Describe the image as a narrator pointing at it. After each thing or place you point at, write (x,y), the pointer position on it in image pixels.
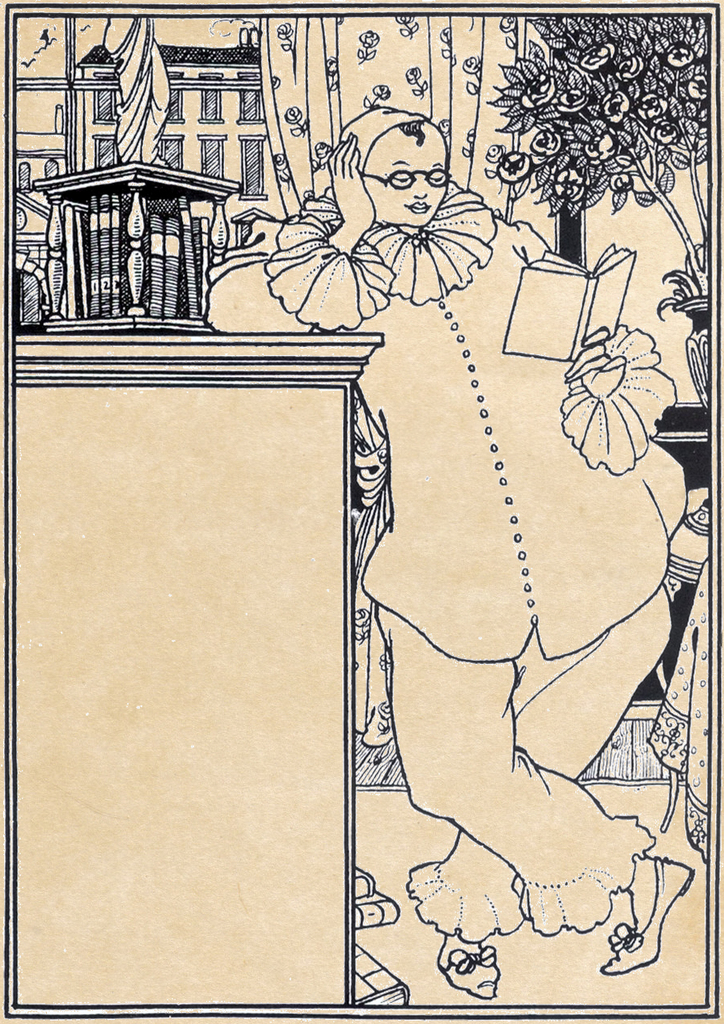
This image is sketched image. In this image there is a sketch of a person (377,256) standing and holding the book (604,297). There is a plant (645,43) on the table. At the back (378,100) there is a curtain (490,65) at the window (168,97) and there is a building (240,110) behind the window (43,143). There are books (96,193) and there is a sculpture (118,38) on the table (240,344). At the bottom (372,914) there are books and there is a mat (610,780).
